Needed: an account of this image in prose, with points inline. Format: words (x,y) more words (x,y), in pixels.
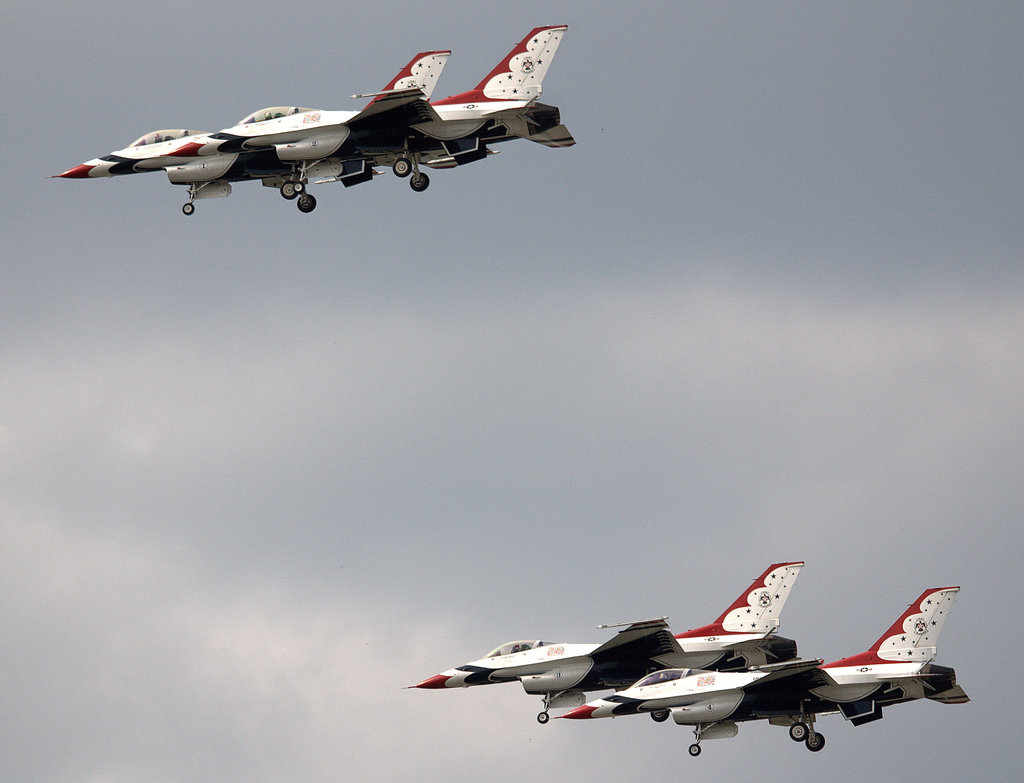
Aeroplanes (717,691) are flying in the sky (352,217) towards the left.
